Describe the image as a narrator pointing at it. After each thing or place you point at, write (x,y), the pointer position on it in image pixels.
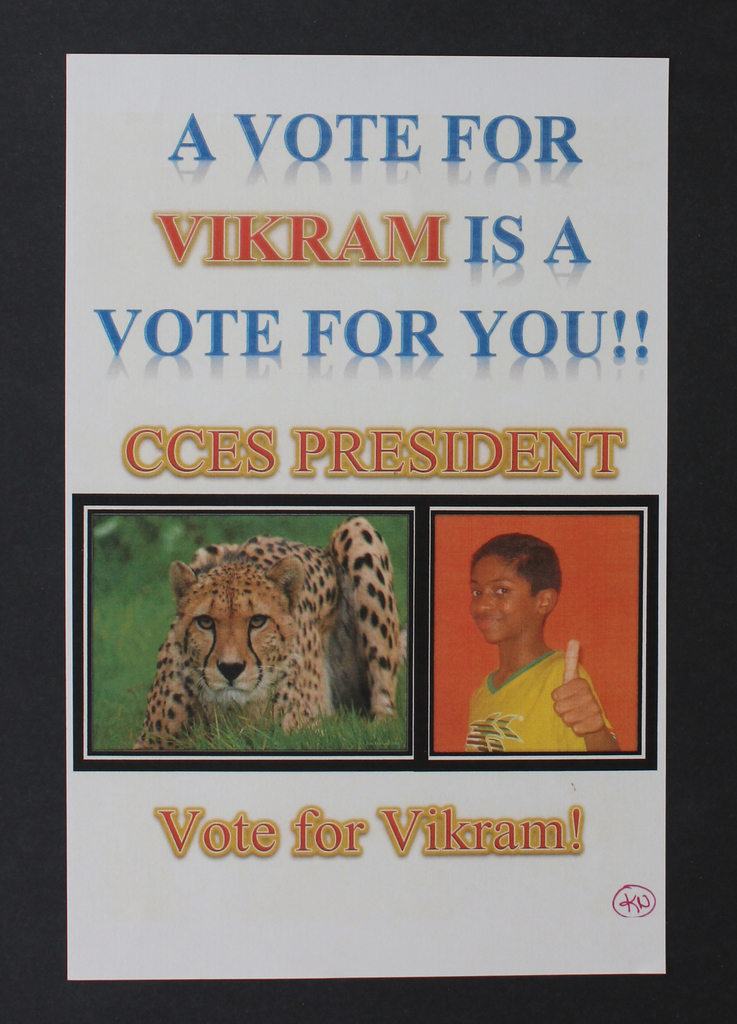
In this picture we can see two pictures (291,670) in the white paper (557,618), and some text (408,473) is written in the paper (412,383).
